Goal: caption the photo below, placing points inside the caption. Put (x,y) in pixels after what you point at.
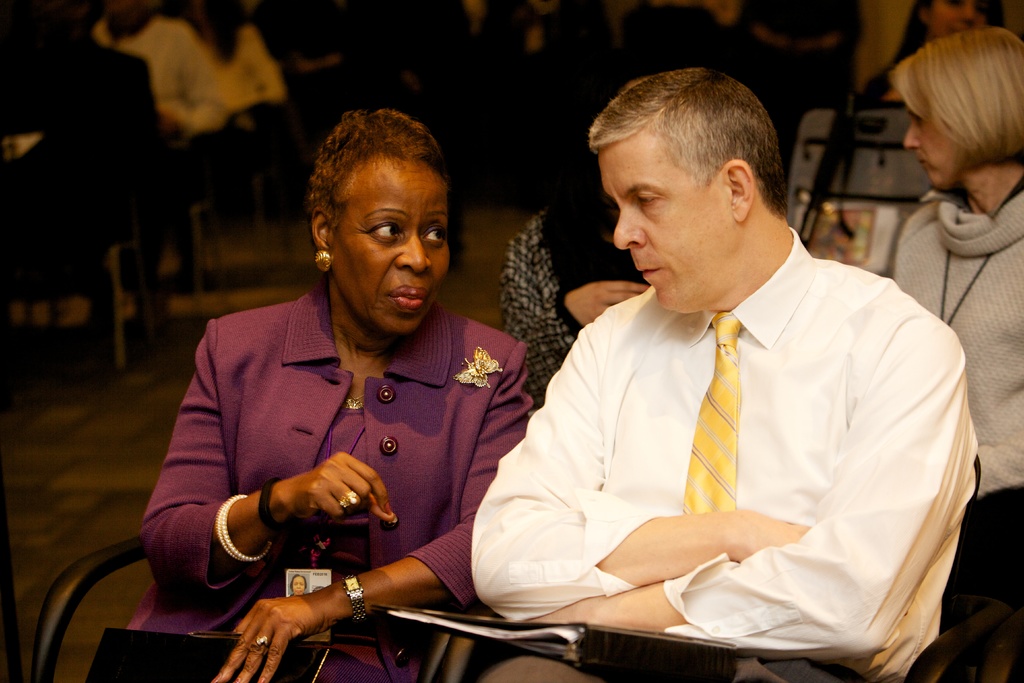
In the image we can see there are people (598,296) sitting and they are wearing clothes (391,451). On the left side (316,461), we can see the woman (312,447), she is wearing earrings (327,268), finger ring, wrist watch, bracelet (265,523), identity card (304,577) and she is holding an object (182,647) in the hands (353,468). There are many chairs (115,552) and the background (97,442) is slightly blurred.
